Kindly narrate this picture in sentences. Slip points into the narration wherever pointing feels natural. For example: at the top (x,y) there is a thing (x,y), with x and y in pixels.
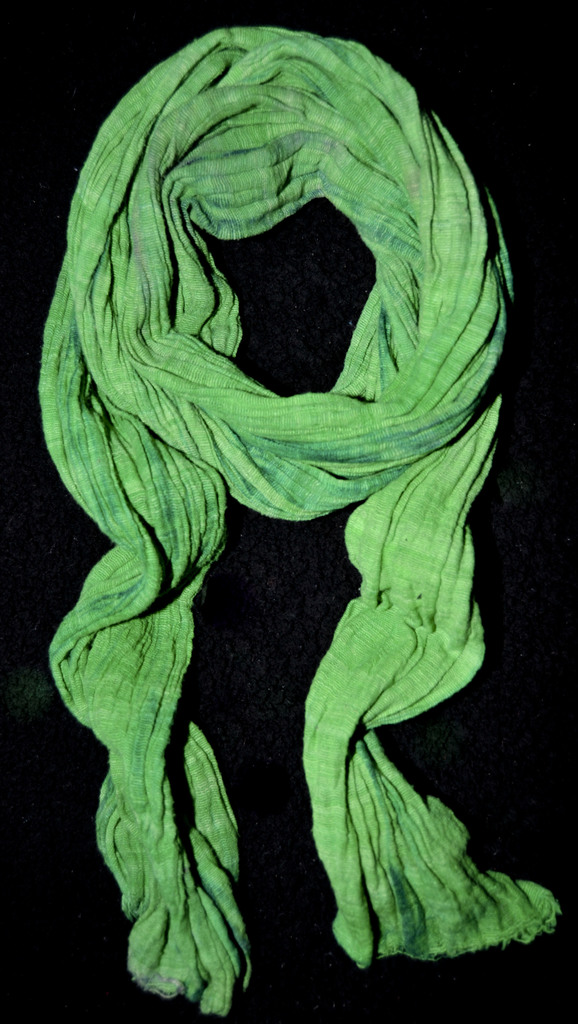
In this picture there is a green color cloth (252,426) placed on a black surface (467,774).
